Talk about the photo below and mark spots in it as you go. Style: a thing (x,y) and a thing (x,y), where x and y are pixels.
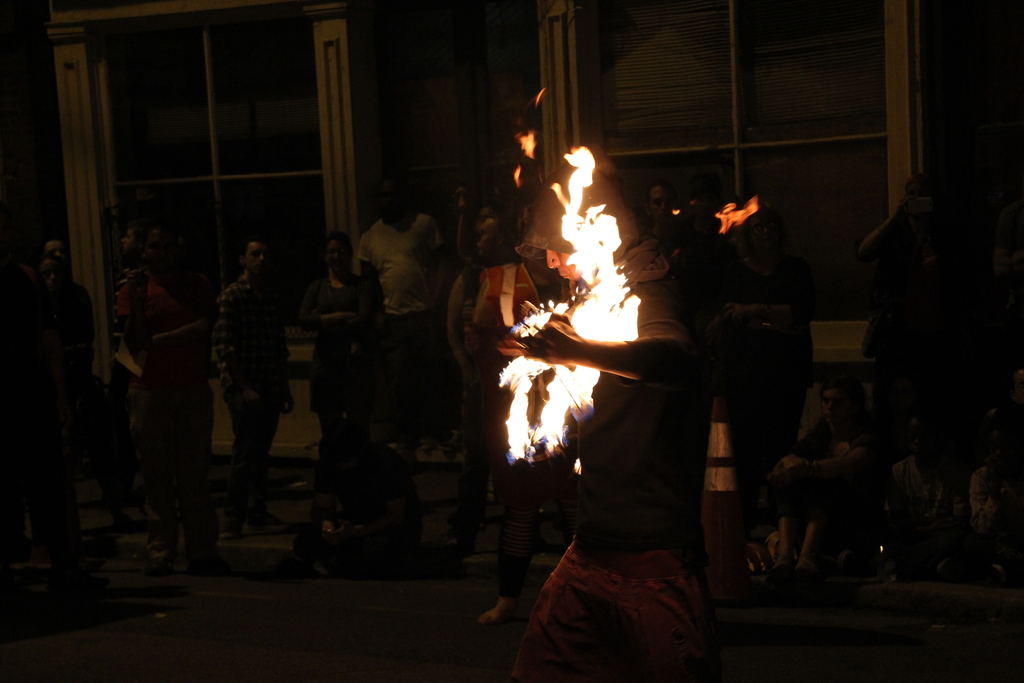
In this image there is a person (636,449) playing with fire (591,330), behind the person (616,459) there are a few other people (488,318) standing and watching and there is a traffic cone (729,468) on the road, behind them there is a building (2,174) with glass windows (818,169).
